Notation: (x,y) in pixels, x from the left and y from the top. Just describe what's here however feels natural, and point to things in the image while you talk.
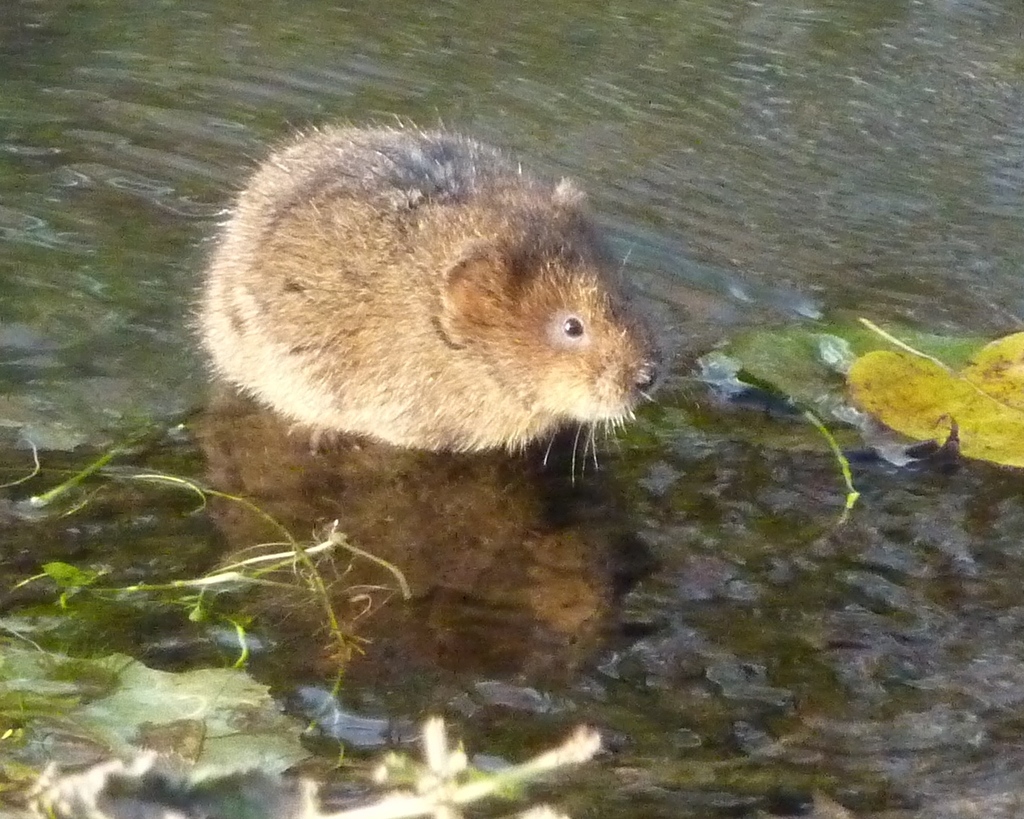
In this picture, it looks like a rat (288,245) and the rat (371,280) is standing in the water (336,559). In front of the rat (385,256) there are leaves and stems (187,599).
